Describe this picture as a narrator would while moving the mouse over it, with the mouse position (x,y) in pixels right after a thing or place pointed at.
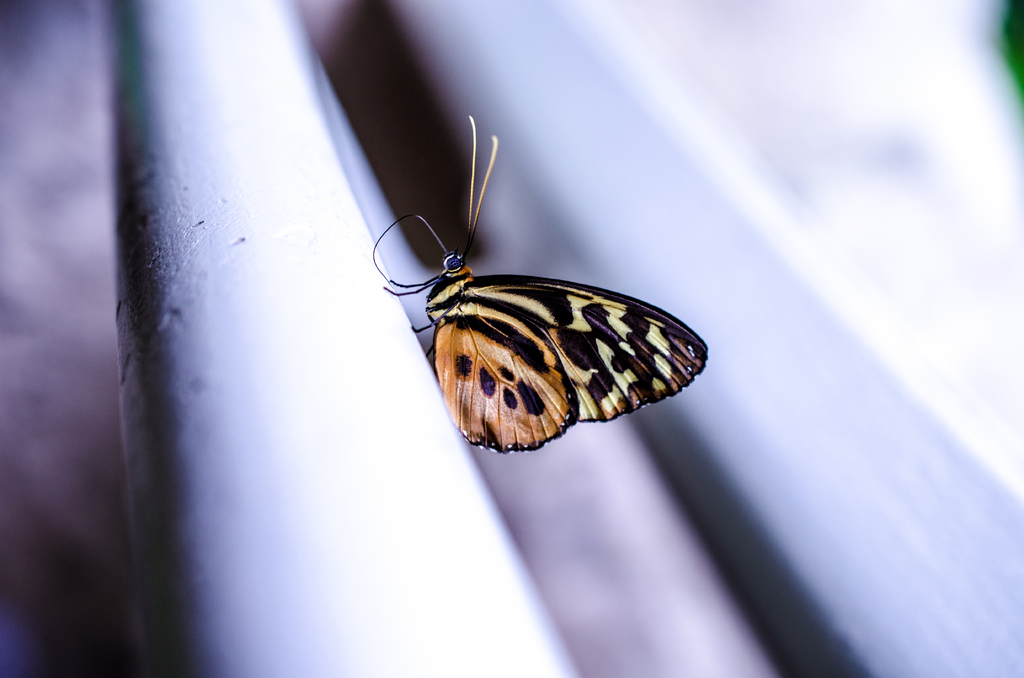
In this picture we can see a butterfly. Background (71,440) is blurry.
